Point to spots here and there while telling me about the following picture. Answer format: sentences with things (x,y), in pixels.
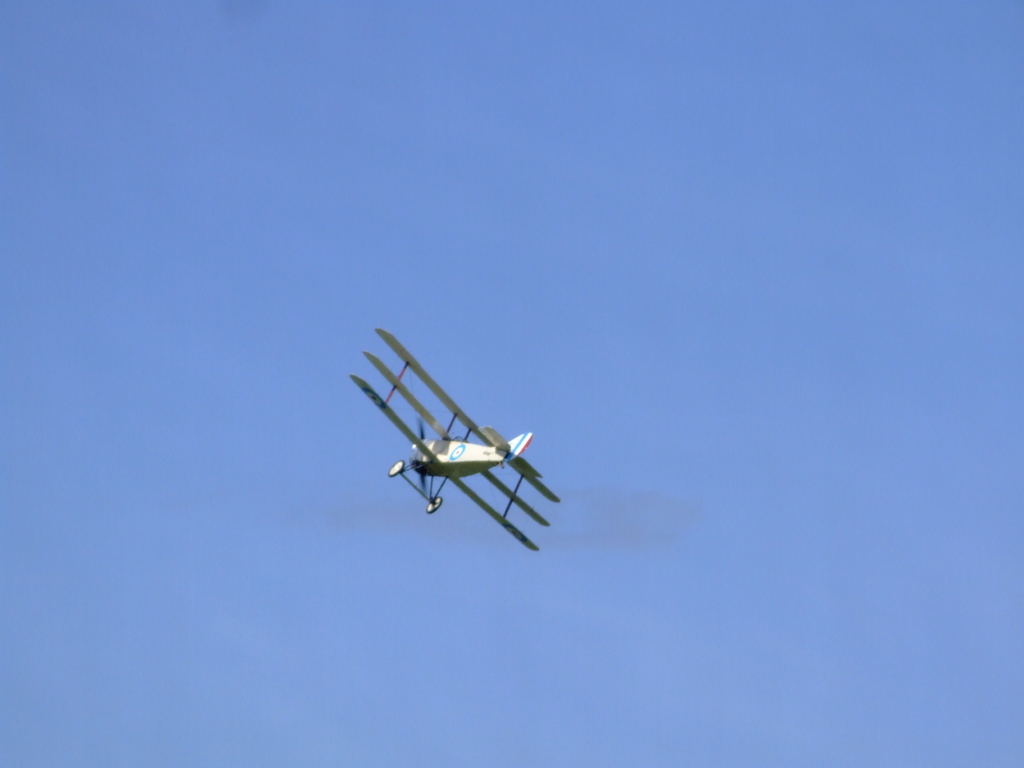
In this picture, we can see an aircraft (372,360) flying and we can see the sky (503,416).
